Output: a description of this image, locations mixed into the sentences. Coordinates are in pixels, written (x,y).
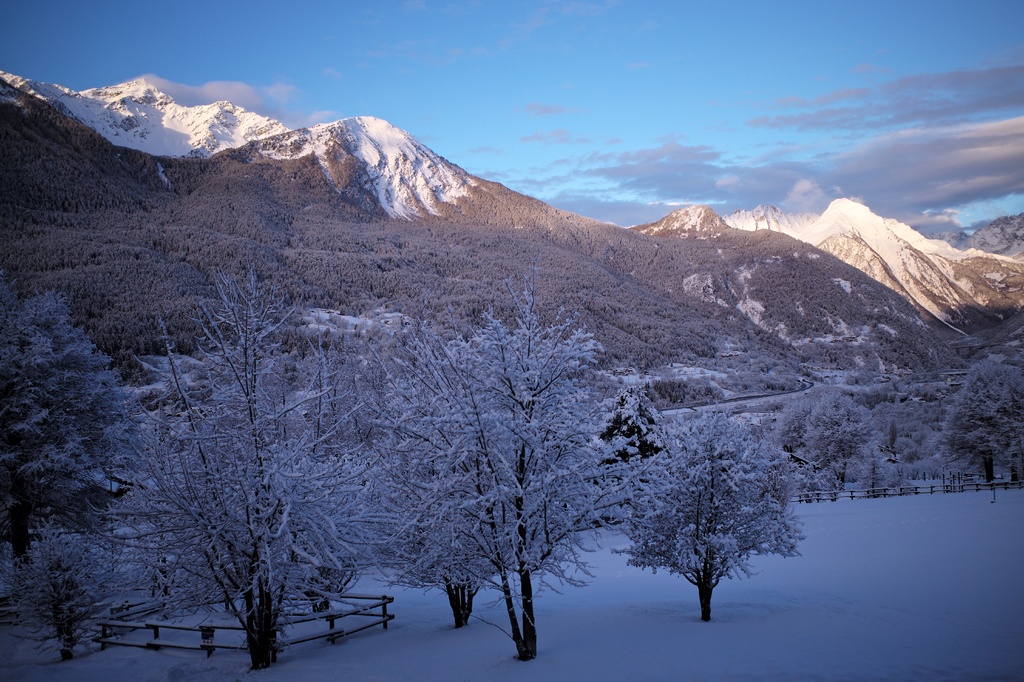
In this image we can see many trees (735,521), railings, snow (814,532) and mountains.
